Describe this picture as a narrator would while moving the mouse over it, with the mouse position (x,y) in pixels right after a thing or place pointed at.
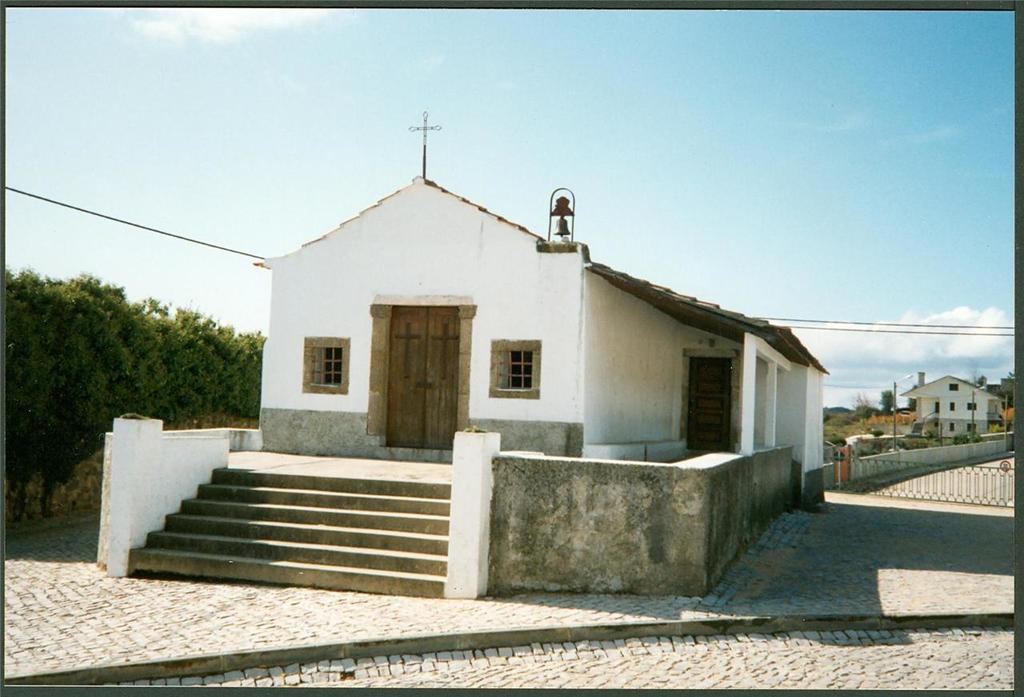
This image consists of a church (504,434) in white color along with the windows (338,378) and a door (439,448). At the bottom (732,600), there is a road (895,513). To the left (75,306), there are trees (52,323). At the top (478,118), there is a sky (478,118).
